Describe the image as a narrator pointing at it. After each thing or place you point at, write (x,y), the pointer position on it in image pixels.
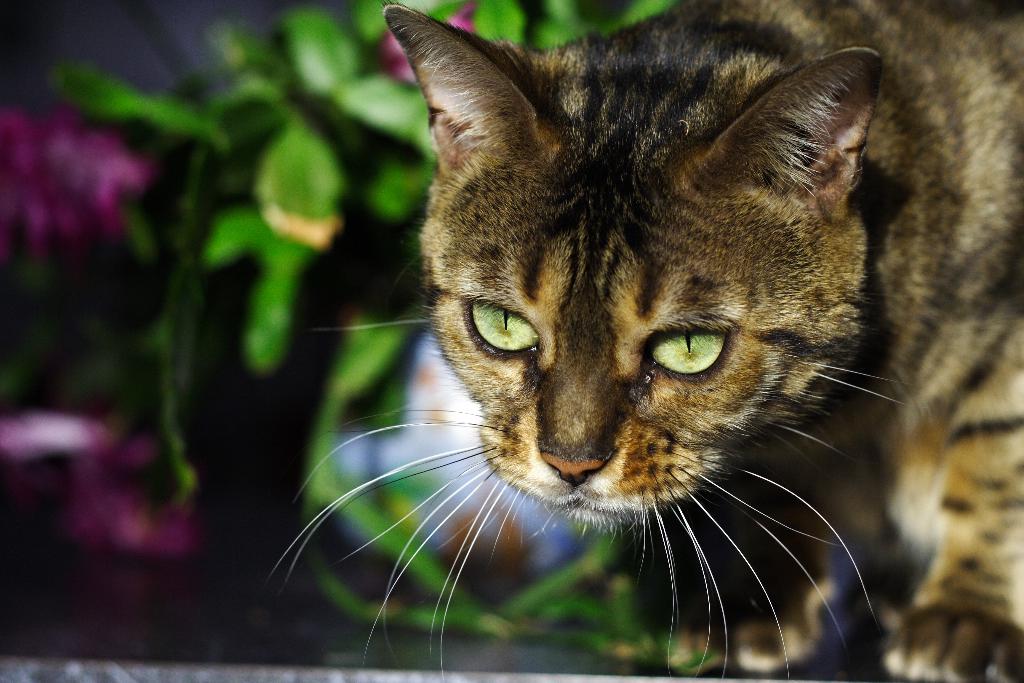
In this image, we can see a cat (672,106) and we can see some green leaves (275,301).
